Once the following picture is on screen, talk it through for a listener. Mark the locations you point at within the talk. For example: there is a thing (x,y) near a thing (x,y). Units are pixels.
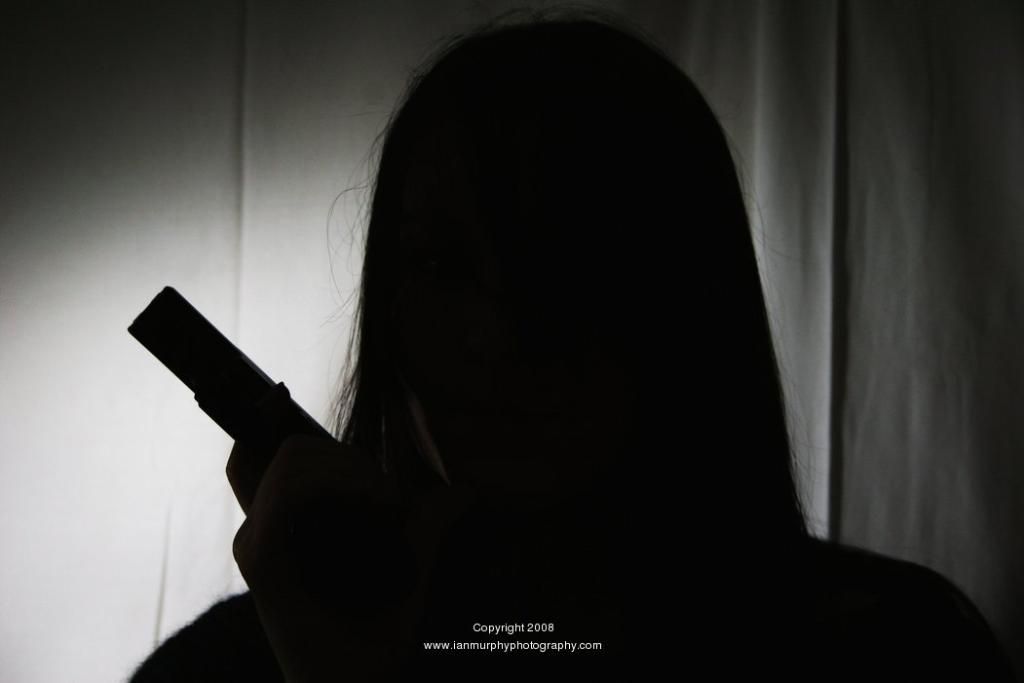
This is a black and white image I can see shadow (393,177) of a woman (765,495) with an object (235,437) in her hand (294,493). At the bottom of the image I can see some text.
